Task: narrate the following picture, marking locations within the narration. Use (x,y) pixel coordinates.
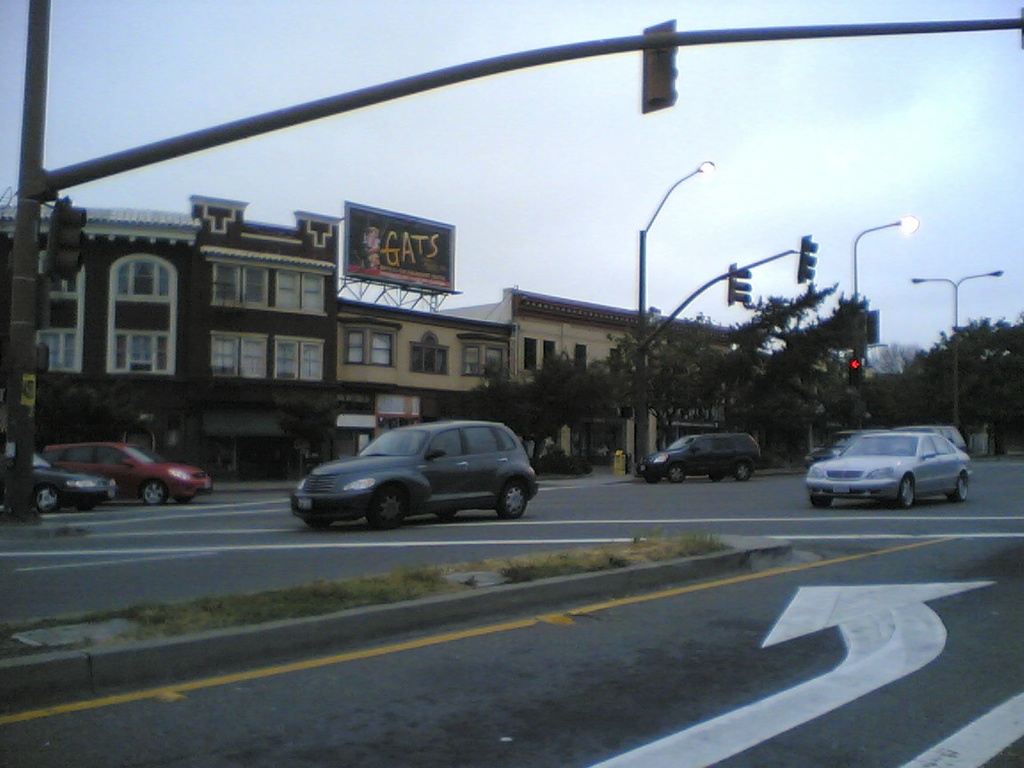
In this image I can see the road (425,679). On the road (397,642) there are vehicles (824,484). To the side of the road (651,508) there are many poles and trees (550,406). In the background (408,247) I can see the board (383,262) to the building (385,312). I can also see the sky (589,153) in the back (577,161).
